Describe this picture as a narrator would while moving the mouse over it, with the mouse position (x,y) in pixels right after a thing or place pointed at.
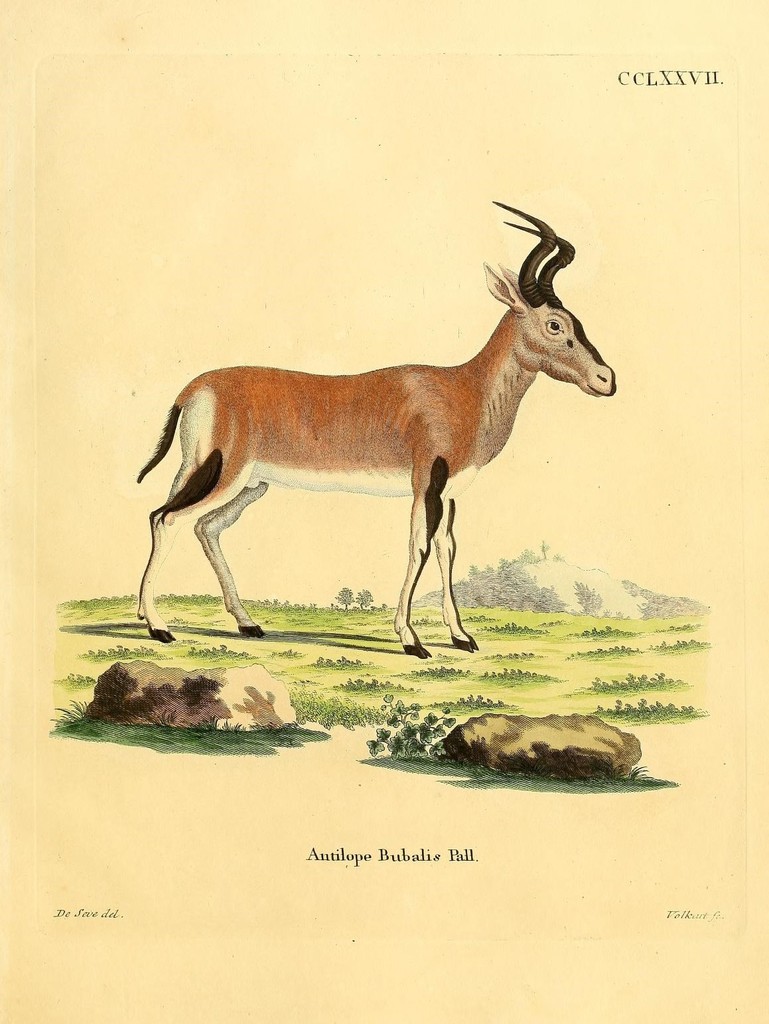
In this image there is a painting (602,534). An animal (461,633) is standing on the land (372,668) having grass (463,668) and rocks (137,677). Behind there is a hill (541,576). Bottom of image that is some text (393,855).
